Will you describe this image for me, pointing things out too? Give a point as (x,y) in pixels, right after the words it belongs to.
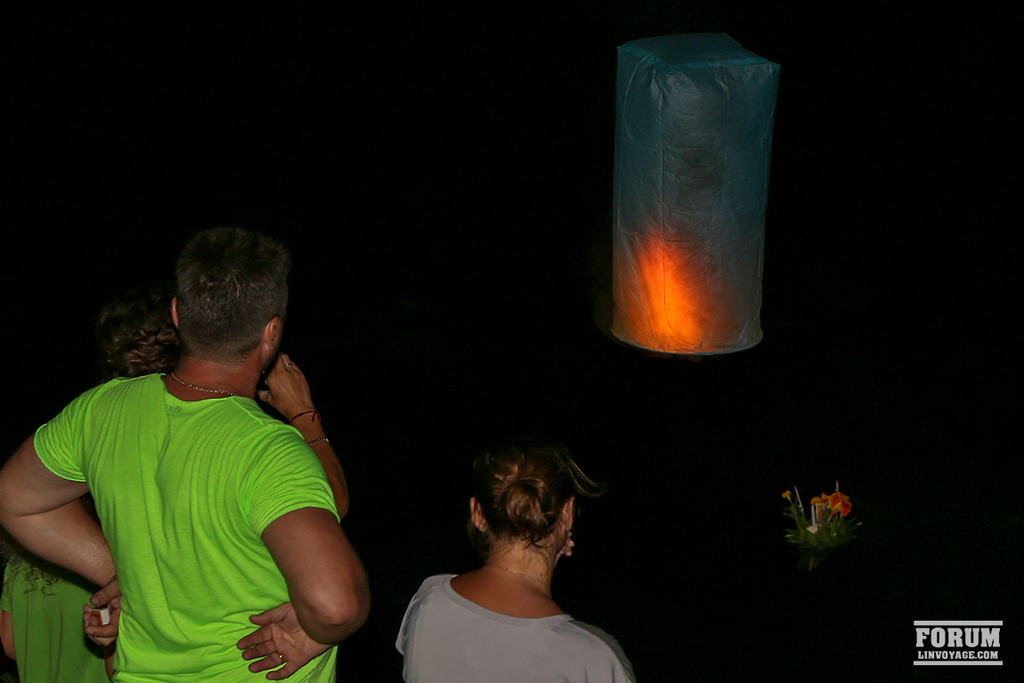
In this image, at the left side (113,578) there are some people (87,546) standing and at the right side (697,176) there is a white color object (694,162).
